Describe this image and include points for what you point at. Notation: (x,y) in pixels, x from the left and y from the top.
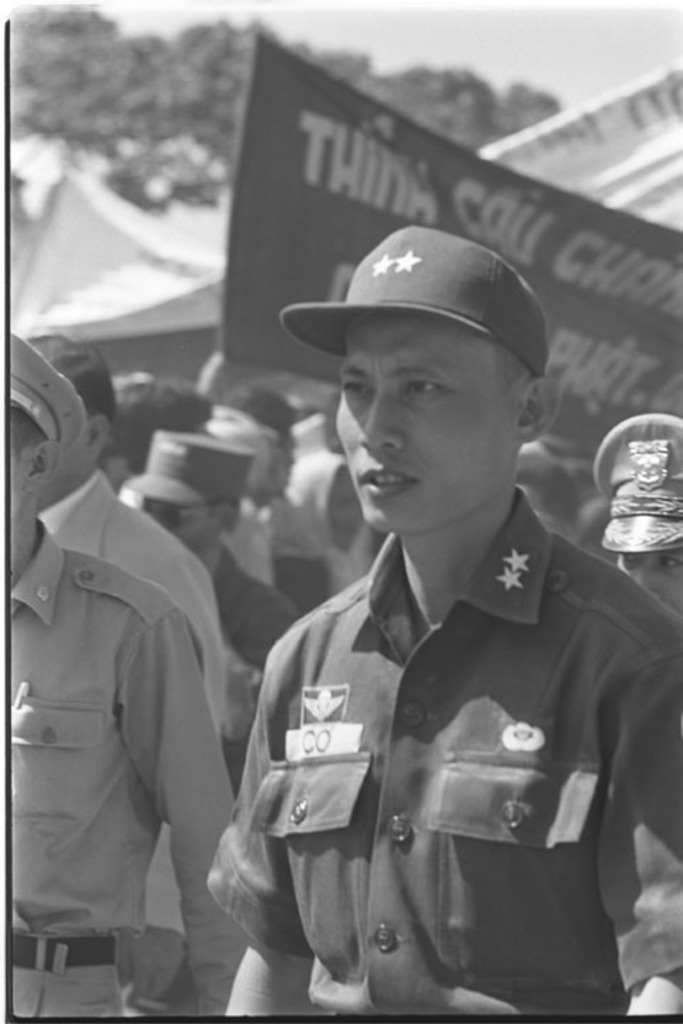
This image is a black and white image. This image is taken outdoors. In the background (237,92) there is a tree (111,116) and there are two banners (327,229) with text (313,166) on them. In the middle of the image (249,517) there are a few people (303,754).
